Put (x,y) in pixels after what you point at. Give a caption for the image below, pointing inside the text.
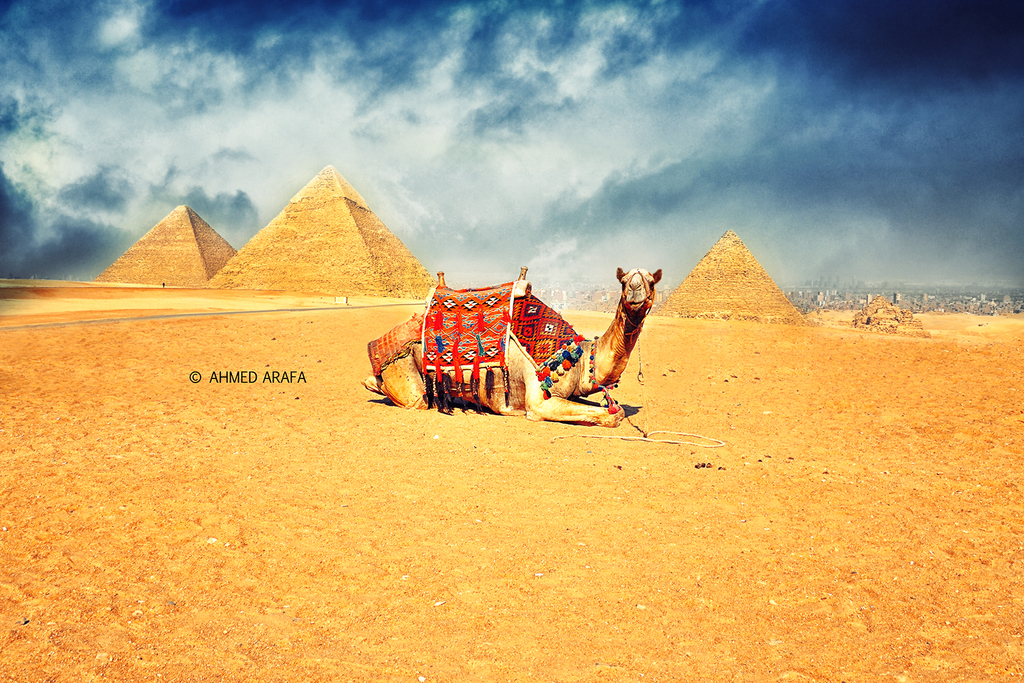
In this image I see a camel (601,358) over here and I see the colorful clothes (481,339) on it and I see the land (462,561) and in the background (978,218) I see the pyramids (208,229) and the sky (526,226) which is cloudy and I see the watermark (193,377) over here.
